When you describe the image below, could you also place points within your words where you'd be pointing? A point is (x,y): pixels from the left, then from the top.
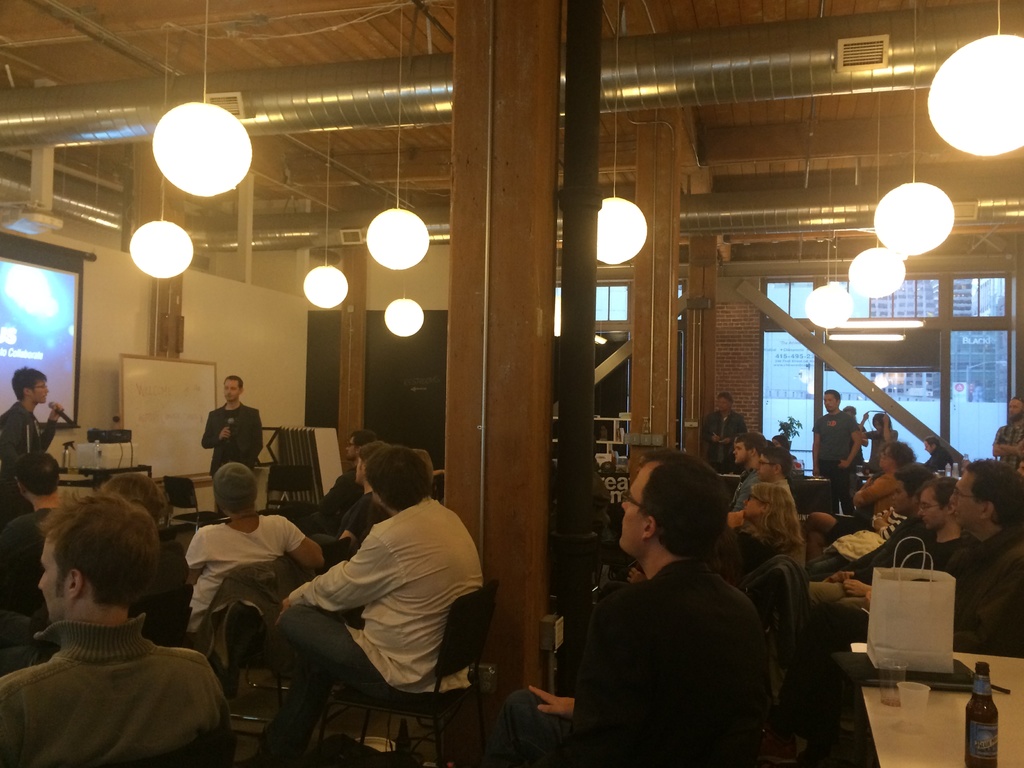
In the picture I can see people (435,613) among them some are standing and some are sitting on chairs (449,622). In the background (159,377) I can see white color board (191,434), projector screen (55,362), lights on the ceiling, wooden pillars (519,419), framed glass wall (863,405), buildings (967,378), tables (955,716) which are some objects (956,659) on them and some other objects (936,649).
